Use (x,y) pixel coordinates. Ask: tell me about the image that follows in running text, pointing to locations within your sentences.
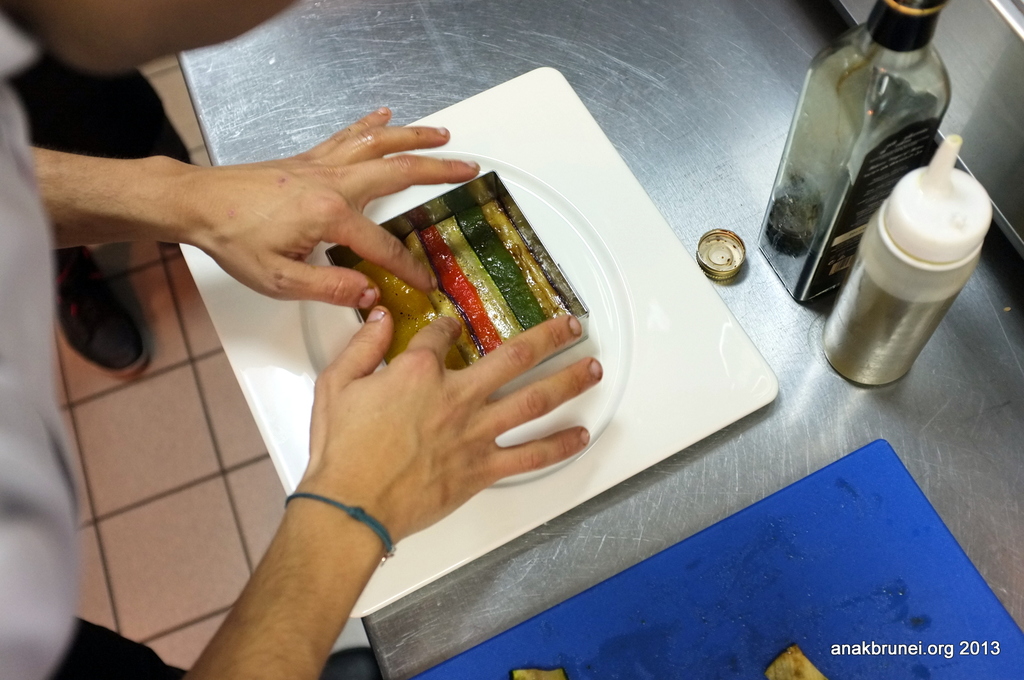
A man (414,283) is making the food (499,269) in the plate (569,100) with his hands (467,388).
